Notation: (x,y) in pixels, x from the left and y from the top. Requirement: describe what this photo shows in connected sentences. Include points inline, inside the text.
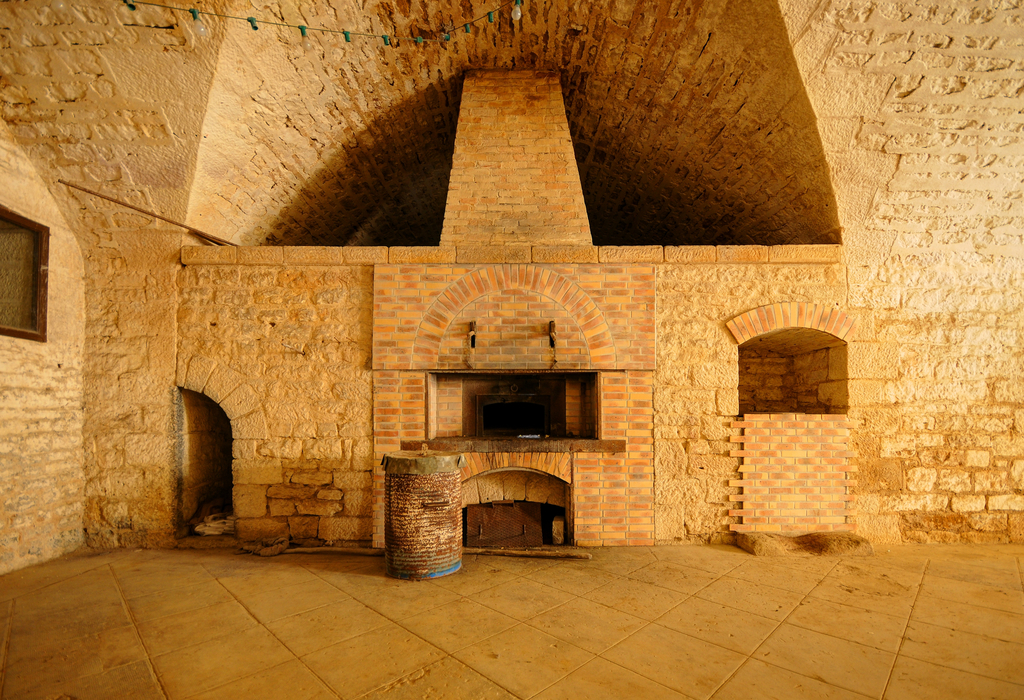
This is a building (375,99) and here we can see lights (490,18) and there is a drum (419,532). At the bottom (402,627), there is a floor (444,585).
